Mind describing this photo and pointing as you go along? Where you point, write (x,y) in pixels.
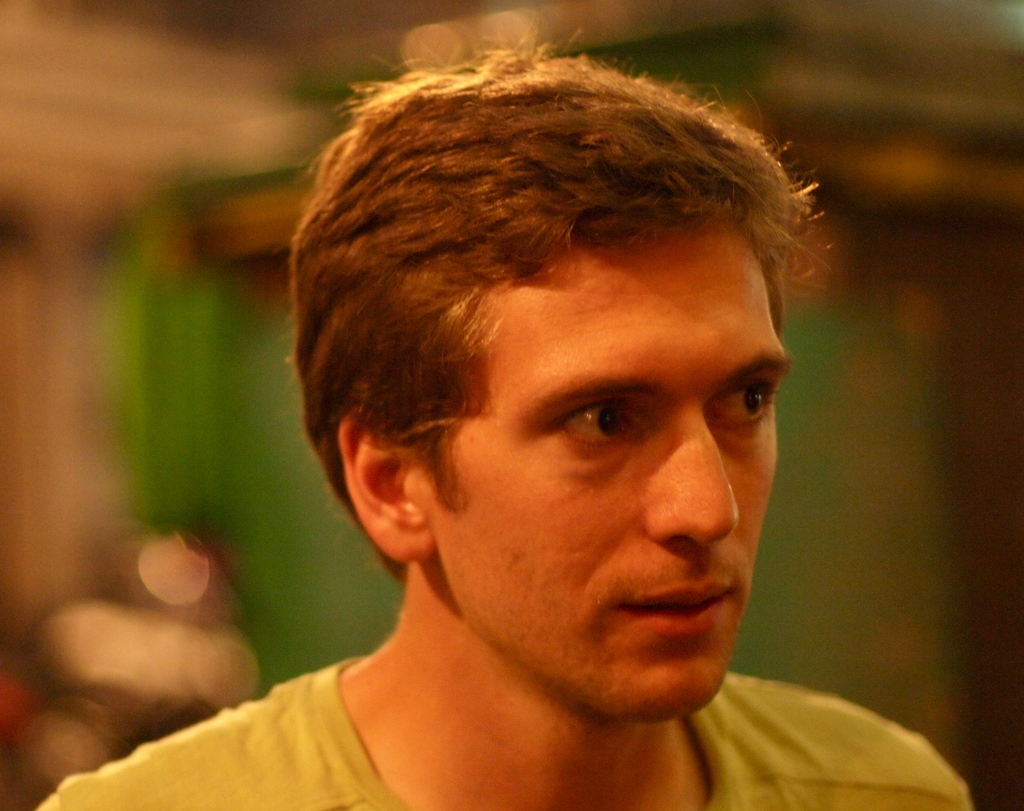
In the picture I can see a face (557,485) of a person (542,483) and there are some other objects (211,170) in the background (154,385).
